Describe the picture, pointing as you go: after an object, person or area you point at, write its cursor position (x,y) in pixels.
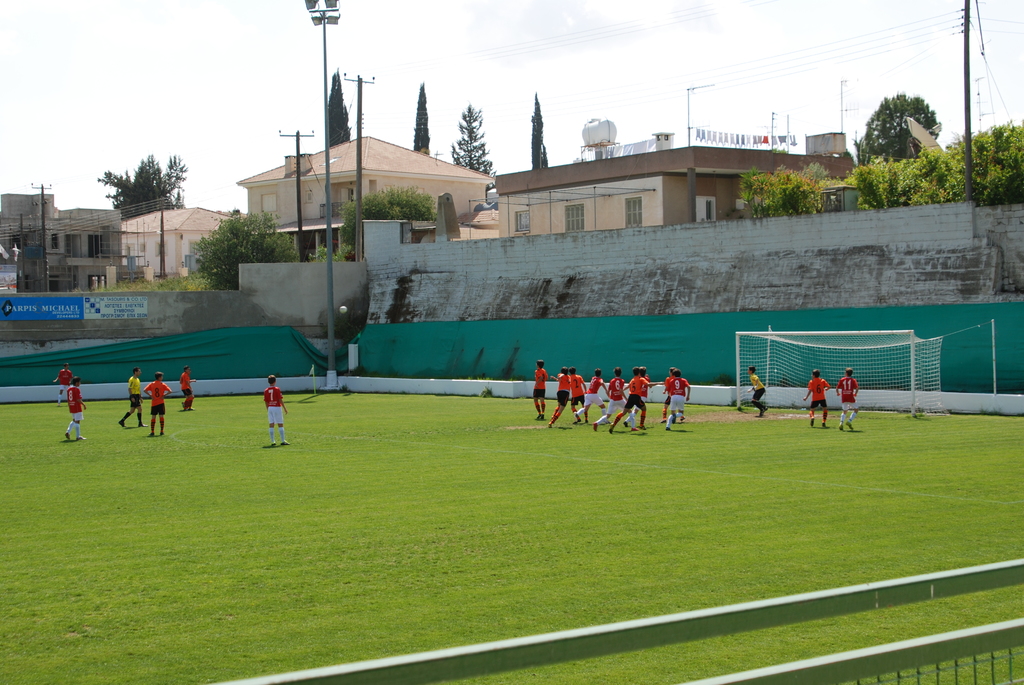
In this picture we can see some people (151,390) playing on the ground (379,465) and behind the people (78,406) there is a wall (529,292), poles (326,187) with lights (313,4), electric poles (296,136) with cables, trees (263,214), buildings (203,215). Behind the buildings (494,214) there is a sky (473,46).
